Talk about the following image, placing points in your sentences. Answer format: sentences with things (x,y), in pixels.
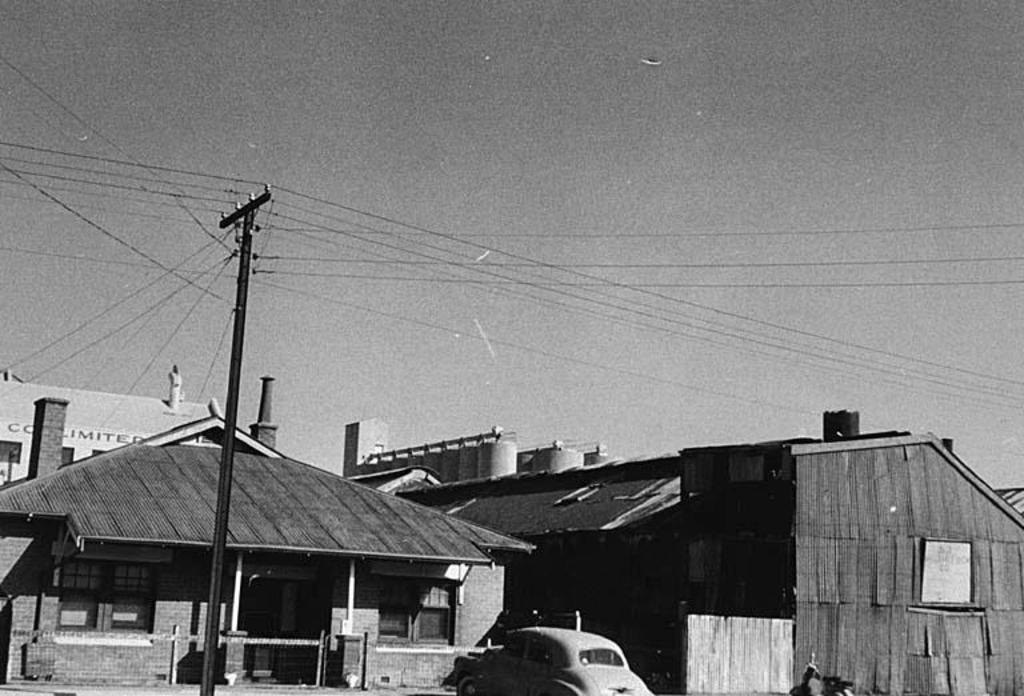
At the bottom of the image (286,548) there are sheds (830,541) and a car (563,658). On the left (203,668) there is a pole (203,668). At the top (253,189) there are wires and sky (555,247).
